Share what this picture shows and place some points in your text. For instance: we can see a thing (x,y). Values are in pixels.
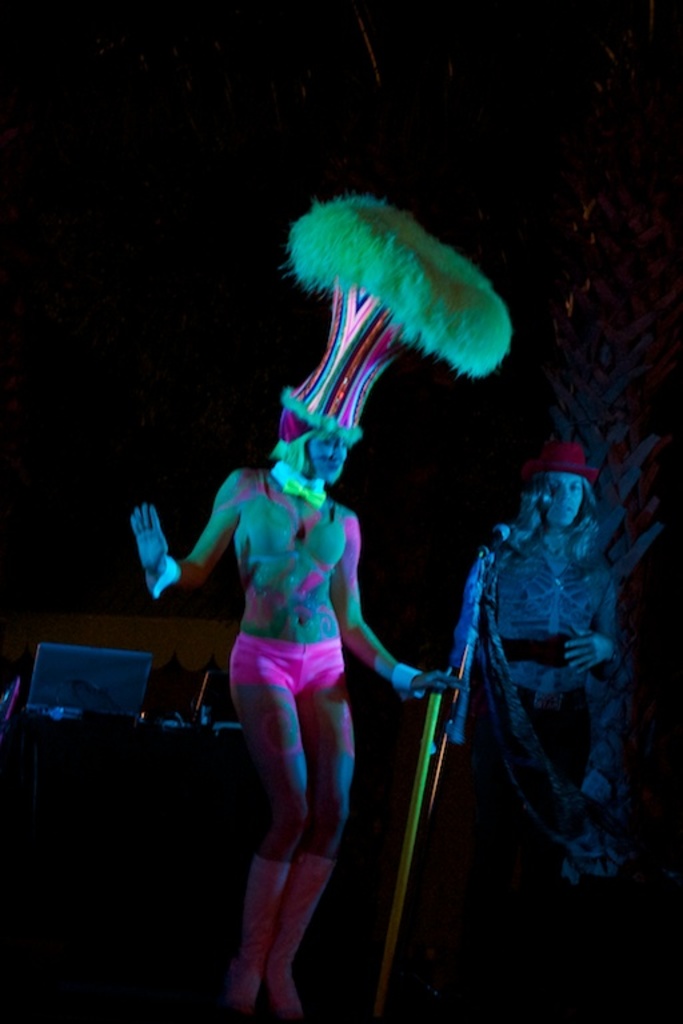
In this image we can see a lady (282,675) is doing dance where she wore different types of dress (285,937) and hat (340,415) and she is holding a stick (437,705) in her hand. Back of her a laptop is there and beside her a lady (557,476) is standing and she wore a red color hat (534,462).
